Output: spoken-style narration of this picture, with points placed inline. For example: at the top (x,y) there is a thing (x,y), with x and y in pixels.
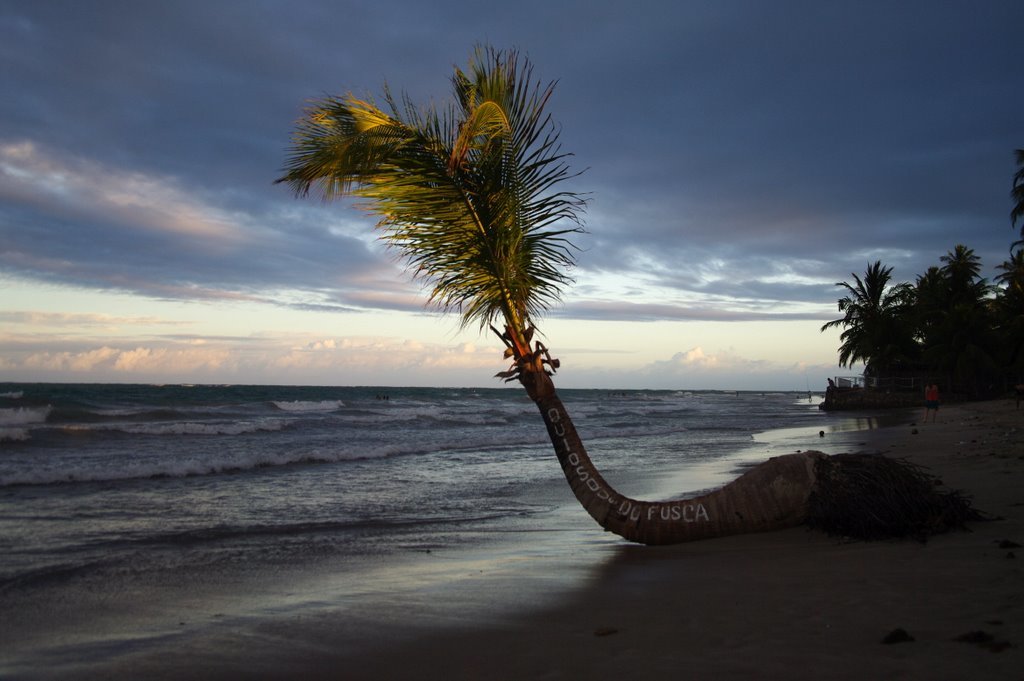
In this picture I can see a tree (785,482), where there is something written on the tree trunk (790,499), there is water (605,479), there is a person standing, there are trees (946,361), and in the background (787,231) there is sky (796,214).
